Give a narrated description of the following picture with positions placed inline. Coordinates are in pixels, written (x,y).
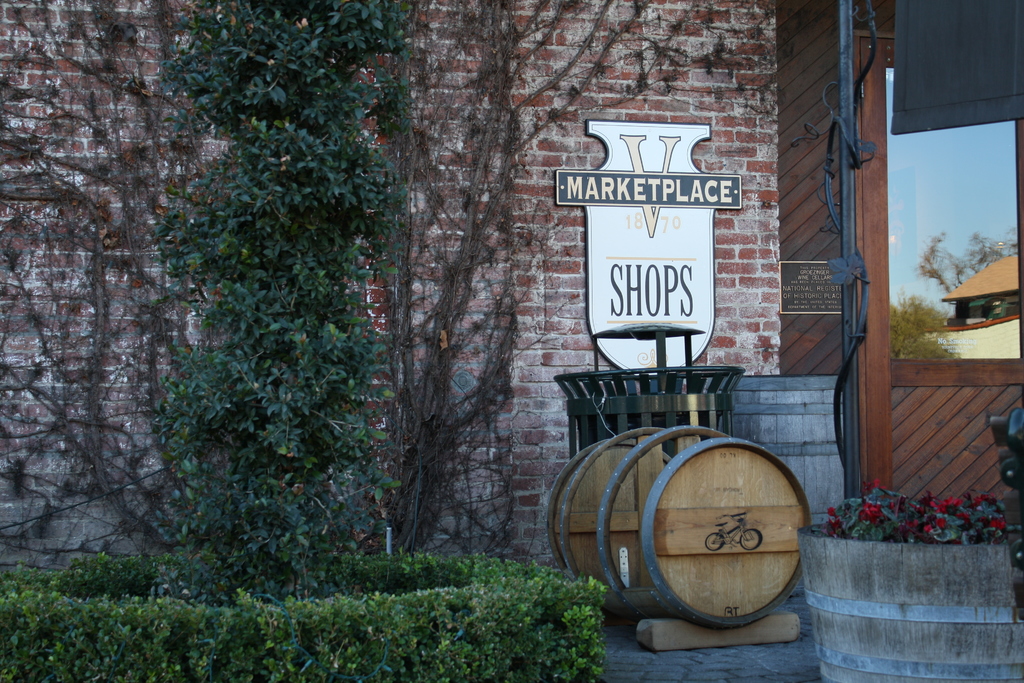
This image is taken outdoors. At the bottom of the image (708,666) there is a floor (642,670) and there are a few plants (106,596). On the right side of the image (918,535) there is a pot (918,594) with a plant (949,532) in it. In the background (501,185) there is a building (718,155) and there is a board (709,228) with a text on it and there is a picture frame (937,232) on it. On the left side of the image (317,399) there is a tree (279,1). In the middle of the image (669,448) there is a barrel (654,455) on the floor (723,665).
